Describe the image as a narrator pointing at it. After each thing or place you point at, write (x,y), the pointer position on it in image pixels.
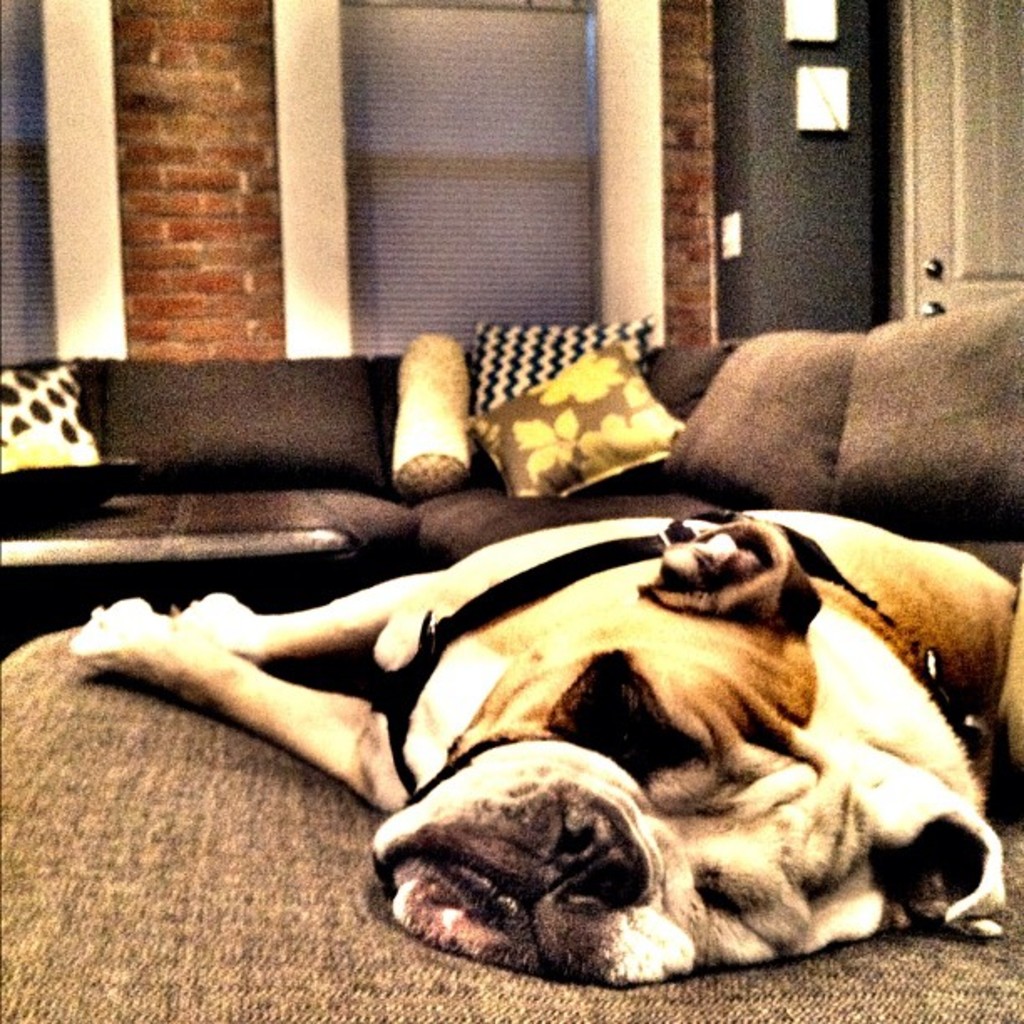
This picture is clicked inside the room (419,763). In the foreground (822,826) there is dog (494,565) seems to be sleeping on a cushioned seat (519,986). In the center (380,399) we can see the couch (471,469) containing some pillows (578,379). In the background (772,268) we can see the brick wall (266,348) and the door (928,244).
